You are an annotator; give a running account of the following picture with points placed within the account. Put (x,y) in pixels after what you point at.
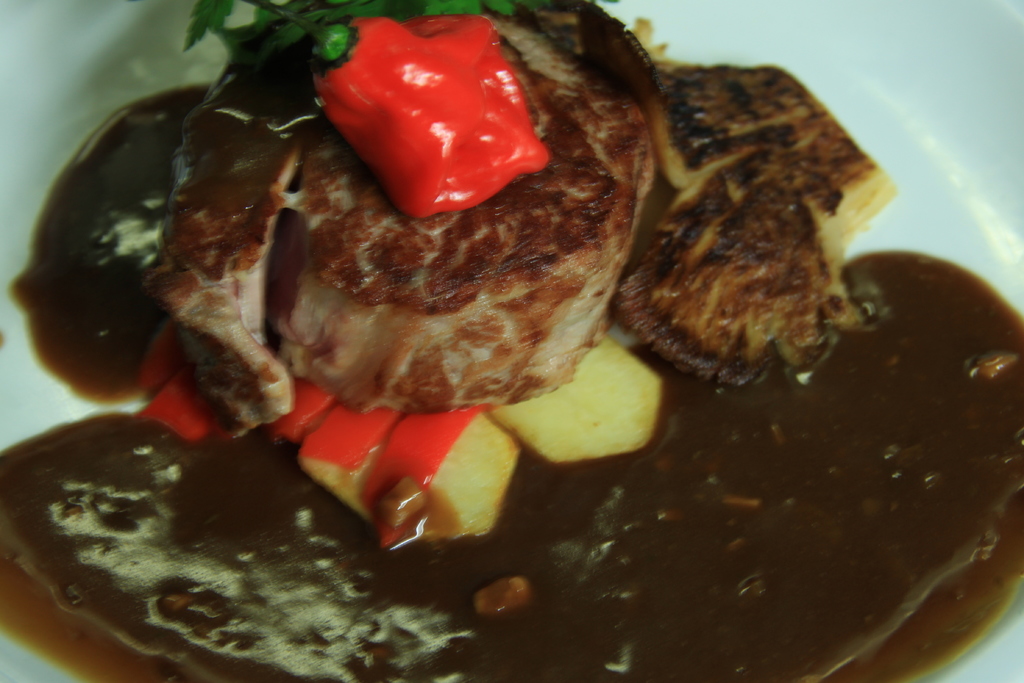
In this image I can see different types of food (427,375). I can see colour of this food (499,301) is brown and black.
